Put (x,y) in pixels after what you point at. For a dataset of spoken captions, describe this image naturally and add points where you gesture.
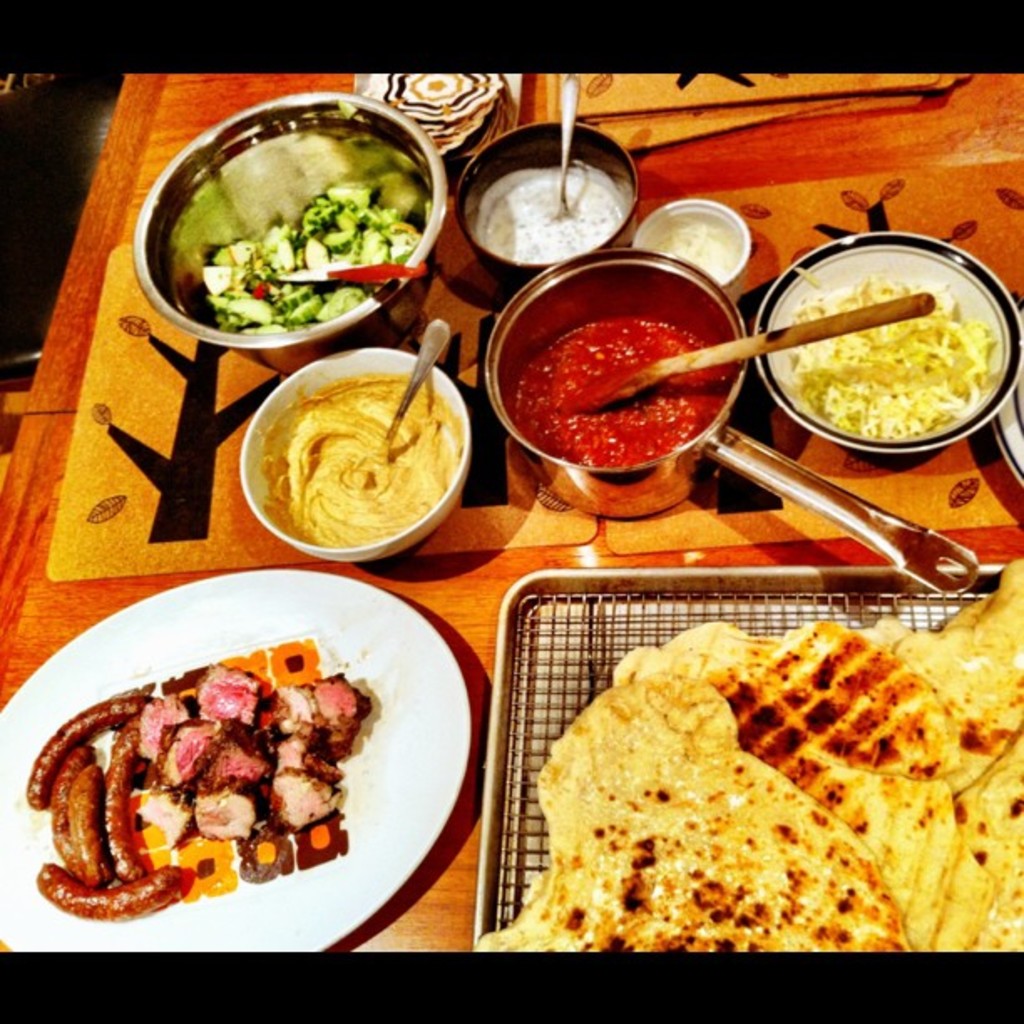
In this picture we can see food (252,326) in the bowls (471,210) and plates (387,601), and also we can see spoons (321,279).
